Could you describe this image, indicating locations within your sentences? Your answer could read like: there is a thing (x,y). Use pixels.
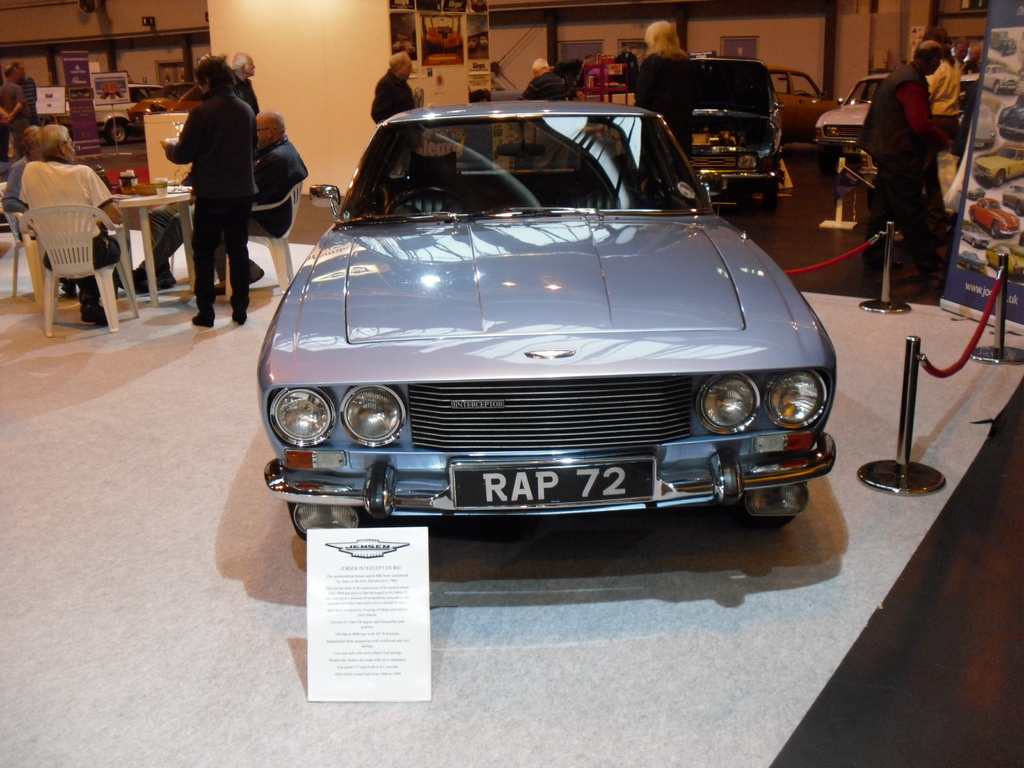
In this image there are group of person (248,172) sitting and standing. In the center (515,343) there is a car (508,299) with the name plate RAP 72 (573,489). In front of the car (385,503) there is a white colour board (368,614). In the background (543,74) there are person (661,108) standing and there are cars (796,117). The right side (979,214) there is a board (993,170) with prints (992,202) of the car (997,214). At the left side (51,162) persons (83,168) are sitting on the chair (79,212) and a man (213,137) is standing. In the background (319,47) there is a wall (315,18), boards (125,88), and cars (148,92).
